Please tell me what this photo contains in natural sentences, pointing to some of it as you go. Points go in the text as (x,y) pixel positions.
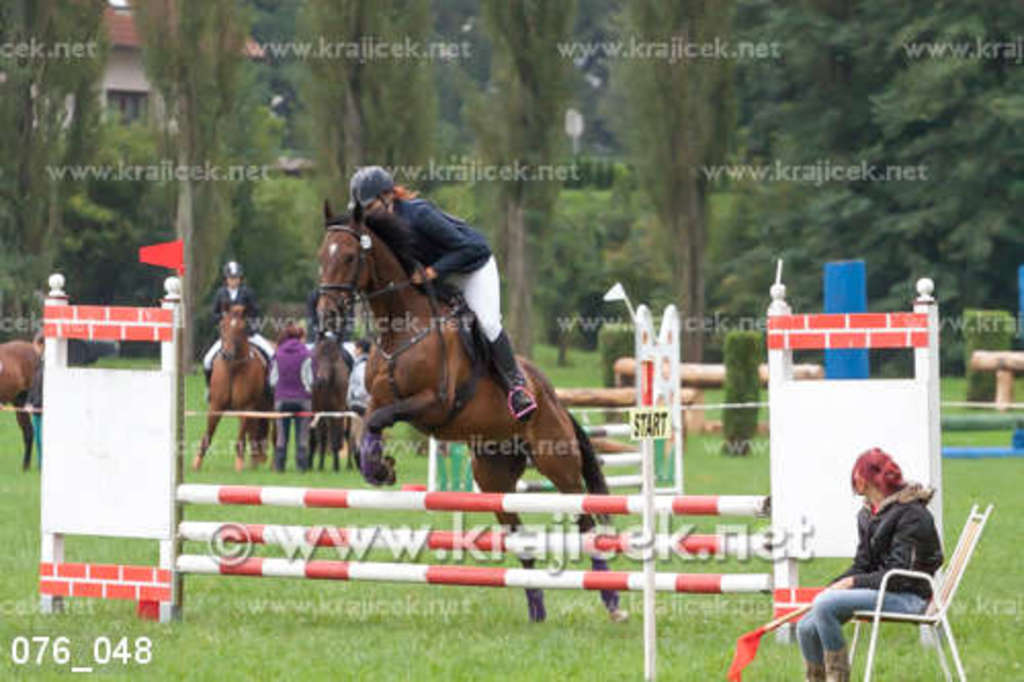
A Jockey (430,253) is riding a horse (569,434) and jumping from a fence (711,547) which is placed on the floor (742,560). In the background (223,326) we also observe few horses (236,344) standing and there is a lady (889,546) to the right side of the image (826,594) holding a red flag (773,629). There are huge trees (662,139) and buildings (106,108) in the background (183,108).
